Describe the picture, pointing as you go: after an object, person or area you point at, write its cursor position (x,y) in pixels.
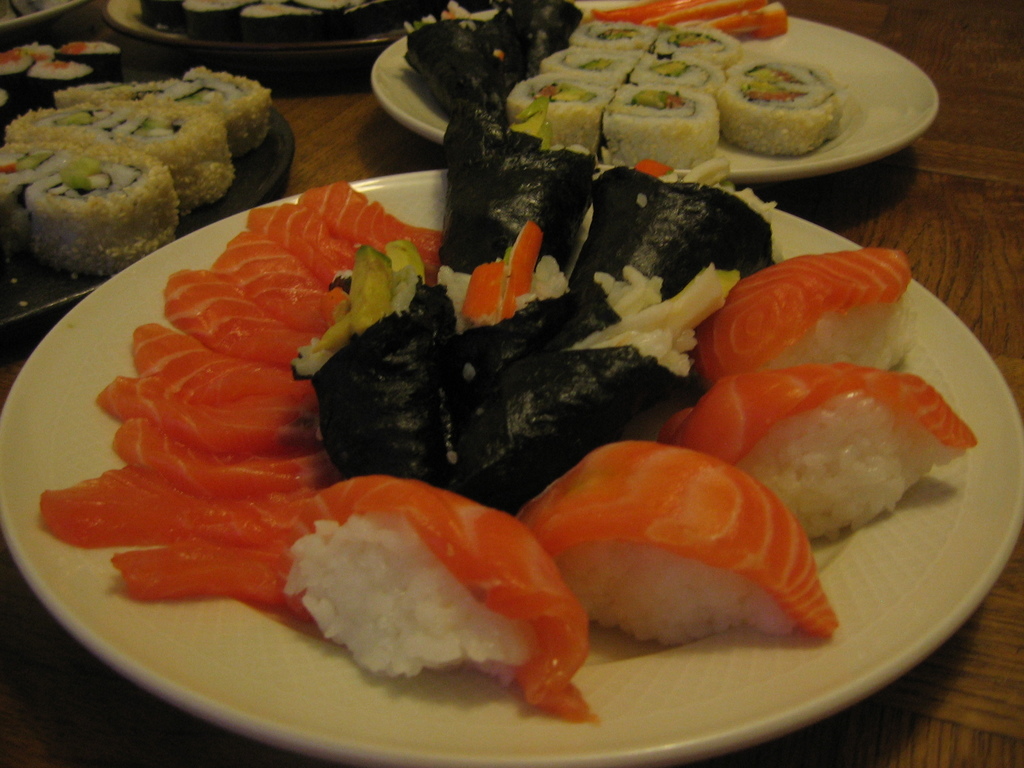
In this image, we can see some plates (852,93) on the wooden surface (879,747), we can see some food items (607,361) on the plates (52,383).
